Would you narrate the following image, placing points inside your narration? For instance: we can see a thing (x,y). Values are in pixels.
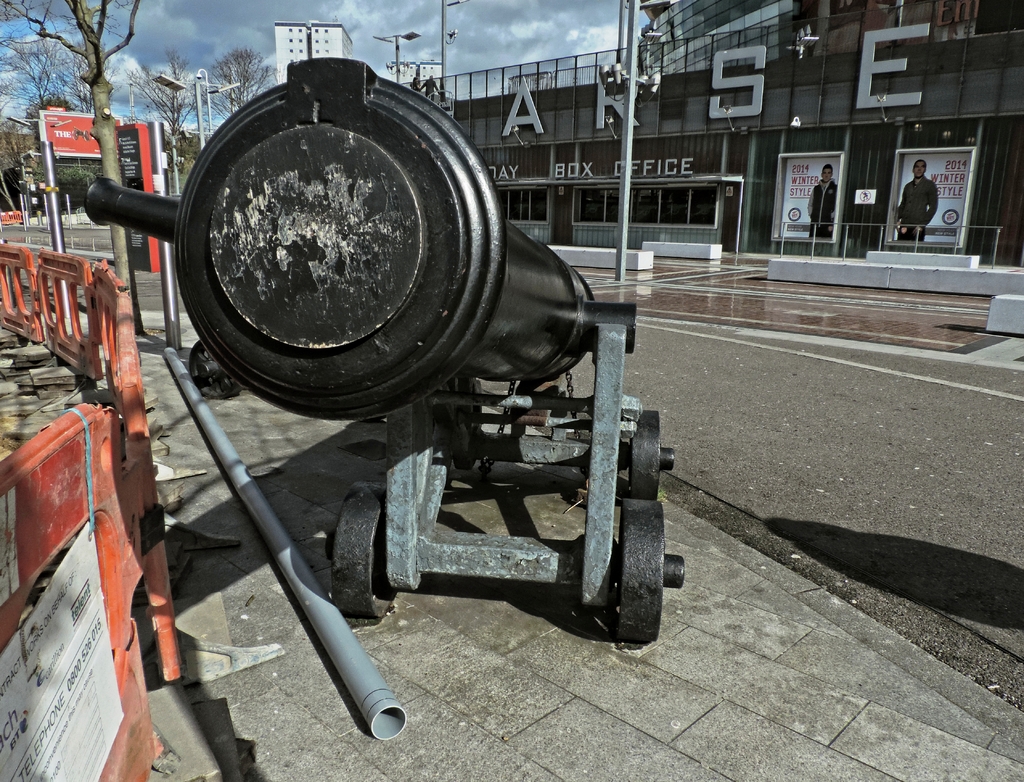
This picture is clicked outside. On the left (93,126) we can see the text (128,149) on the boards (63,657) and we can see the metal rods (182,382) and some objects (0,306) placed on the ground (544,487) and we can see a black color object (565,368) seems to be a cannon (642,580). In the background (537,21) we can see the sky (525,25) which is full of clouds (494,34) and we can see the poles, trees (18,143), building (684,91) and we can see the text (535,121) on the building (787,112), we can see the text (956,164) and pictures (821,182) on the posters (804,180) attached to the boards (934,157) and we can see many other objects (995,301).
